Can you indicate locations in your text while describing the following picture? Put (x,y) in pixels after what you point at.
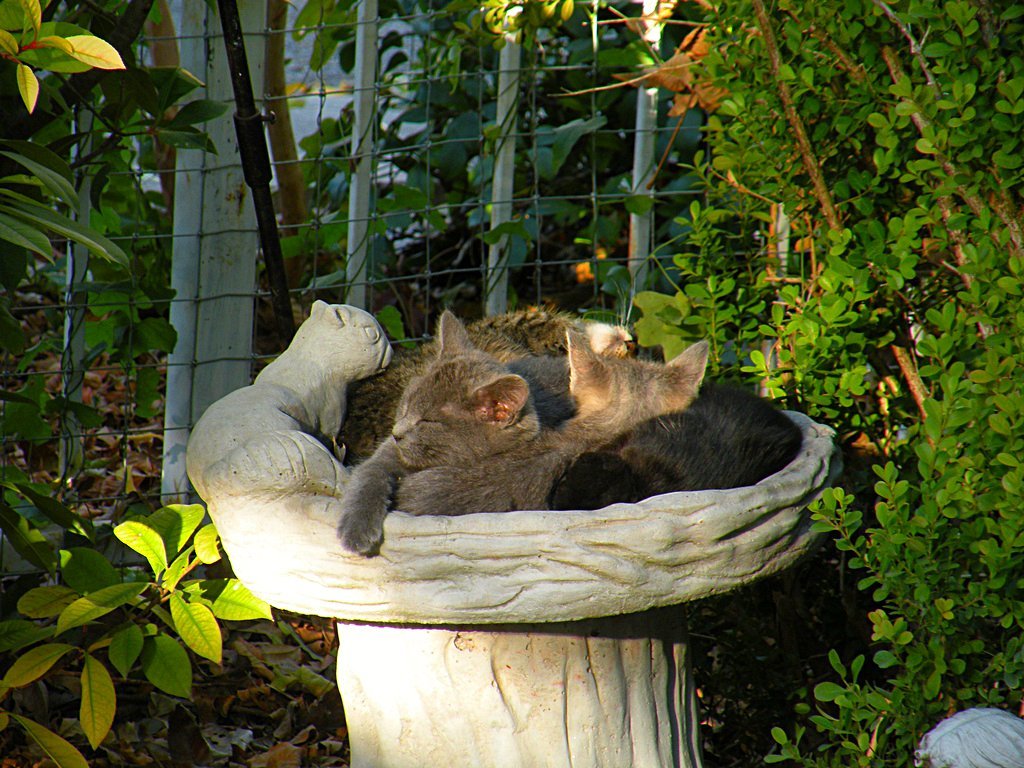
In this image we can see cats (566,442) in an object (538,634) and there are few trees (885,383), fence (375,149) and an iron rod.
